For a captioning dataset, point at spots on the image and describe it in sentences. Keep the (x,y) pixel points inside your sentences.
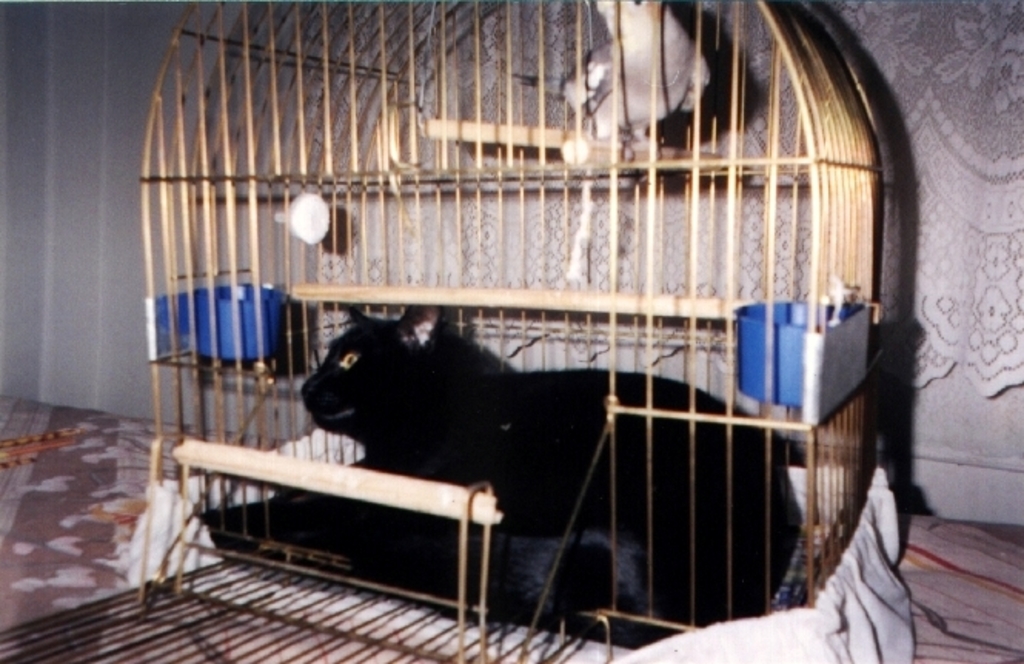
It is a black color cat (542,442) in a cage (690,503), at the top (643,71) it's a parrot (681,77).
